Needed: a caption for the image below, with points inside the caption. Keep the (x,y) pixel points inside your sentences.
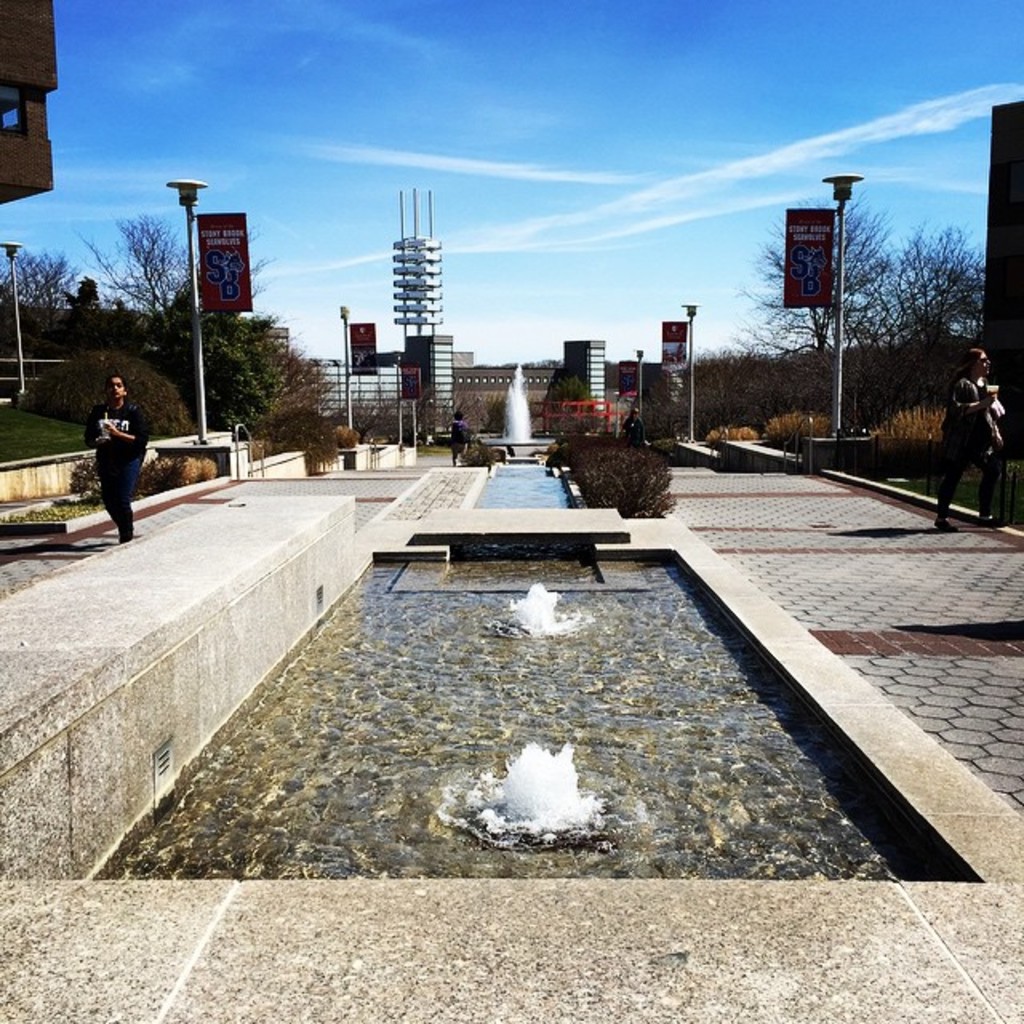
In the center of the image (508,445) we can see a fountain (533,504) and there are people (961,407) walking. In the background (814,339) there are poles (190,300), trees (134,314), boards (825,268) and sky (333,134).
